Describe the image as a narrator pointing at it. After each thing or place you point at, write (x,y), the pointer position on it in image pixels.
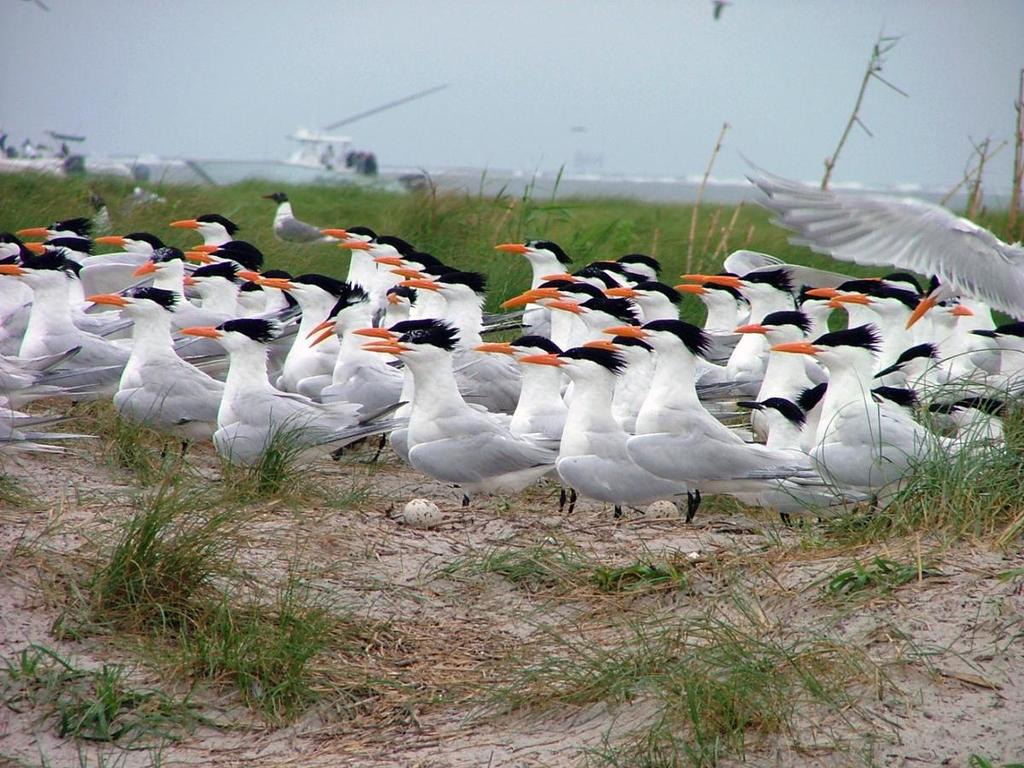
In this image there are birds (611,421). At the bottom of the image (564,518) there is grass (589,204) on the surface (545,219). In the background of the image (319,168) there are ships (289,166) in the water (411,171). On the top of the image (551,49) there is sky (550,46).
